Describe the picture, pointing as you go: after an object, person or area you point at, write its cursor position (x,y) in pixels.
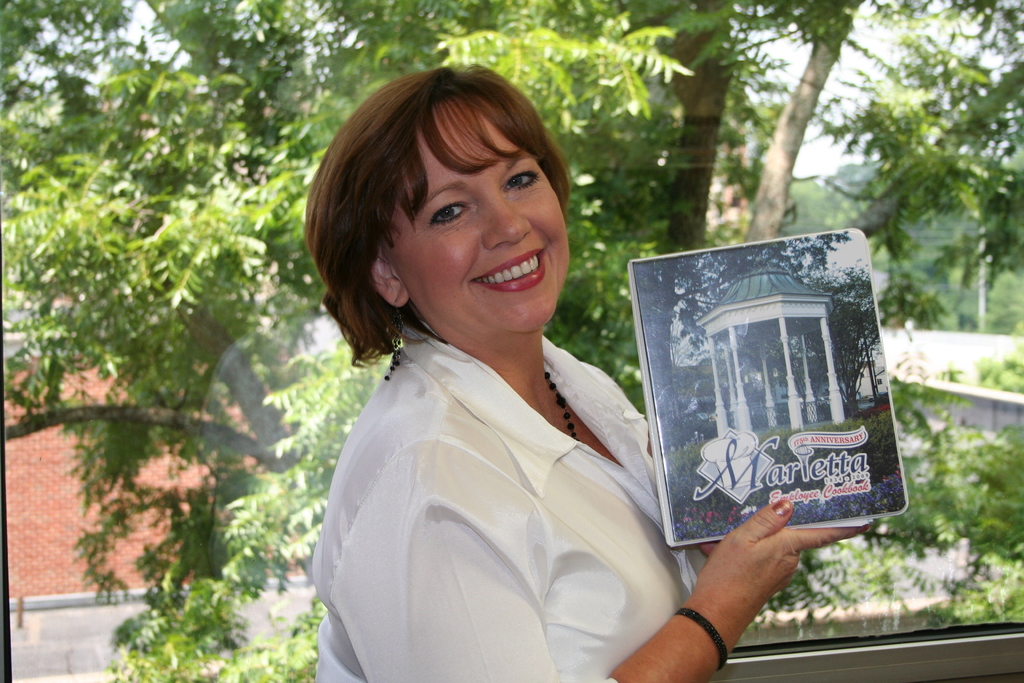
This picture shows a woman (567,209) standing and holding a book (778,421) in her hand (842,535). She wore a white color shirt (485,529) with a smile (512,264) on her face (507,278) and we see trees (184,253) and a house (126,496).
